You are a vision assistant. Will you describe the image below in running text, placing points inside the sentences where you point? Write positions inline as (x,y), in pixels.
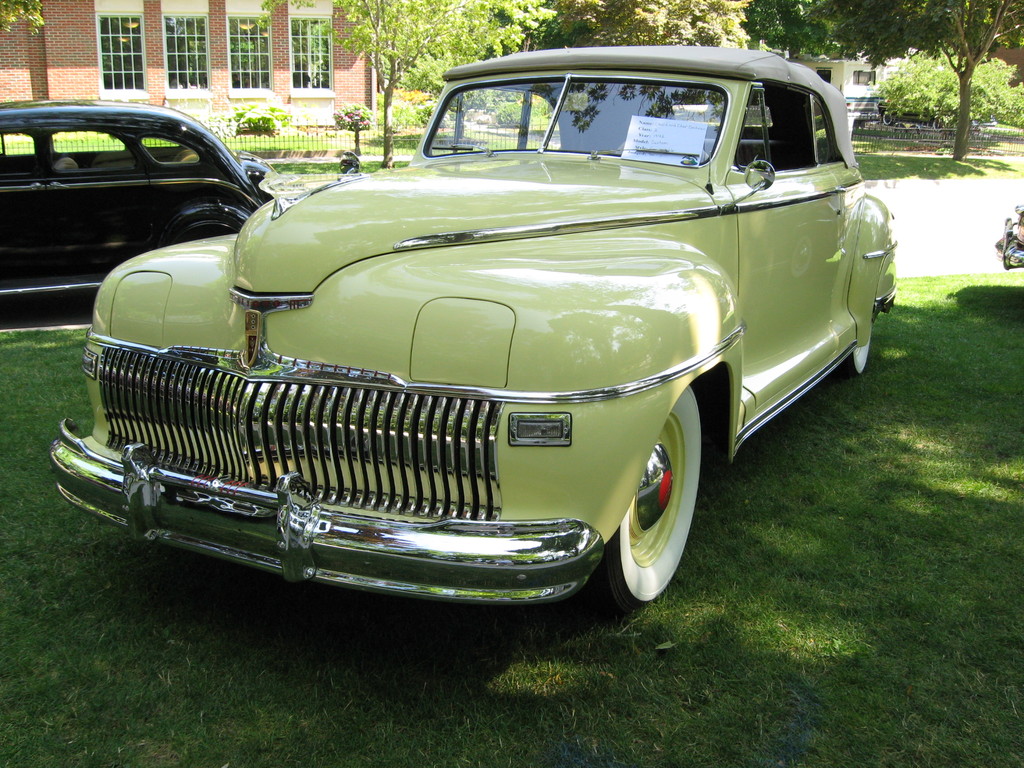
In this image we can see some cars (498,192) parked on the ground (723,469). We can also see some grass (785,451), a group of trees (960,126), plants (1002,101), a fence (345,144) and a building (142,93) with windows (195,73).
